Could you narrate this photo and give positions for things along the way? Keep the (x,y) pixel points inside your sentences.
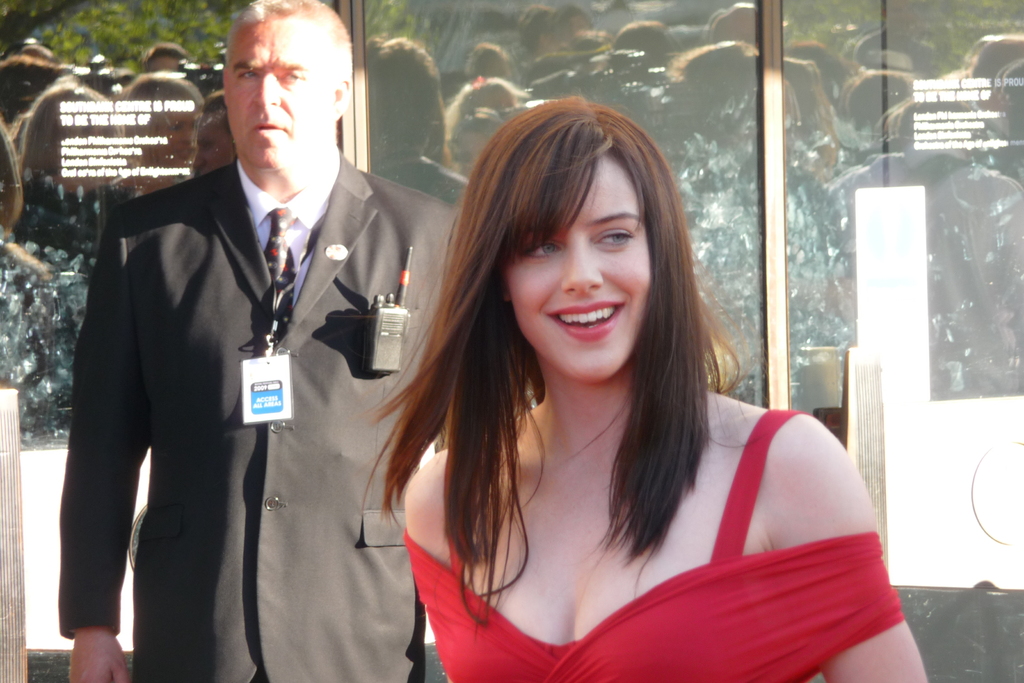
In this image we can see a woman (477,285) and a man (289,161) wearing a device (401,282) on his coat (213,498) are standing. In the background (51,617), we can see glass doors (156,135) with some text (953,133) and reflection (911,169) of a group of people (551,53), some people (652,39) are holding cameras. At the top of the image (148,18) we can see some trees (191,19).
